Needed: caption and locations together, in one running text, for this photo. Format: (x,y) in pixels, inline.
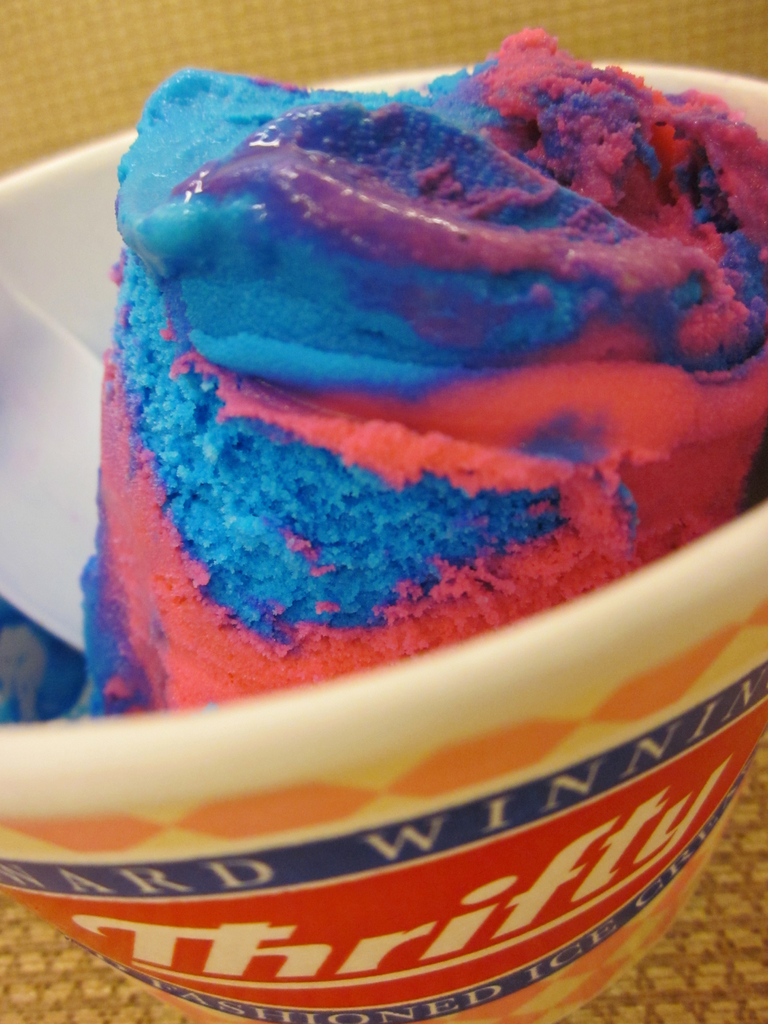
In the center of the image (428,654) we can see a cup (393,698) of ice-cream (363,641) is present.
